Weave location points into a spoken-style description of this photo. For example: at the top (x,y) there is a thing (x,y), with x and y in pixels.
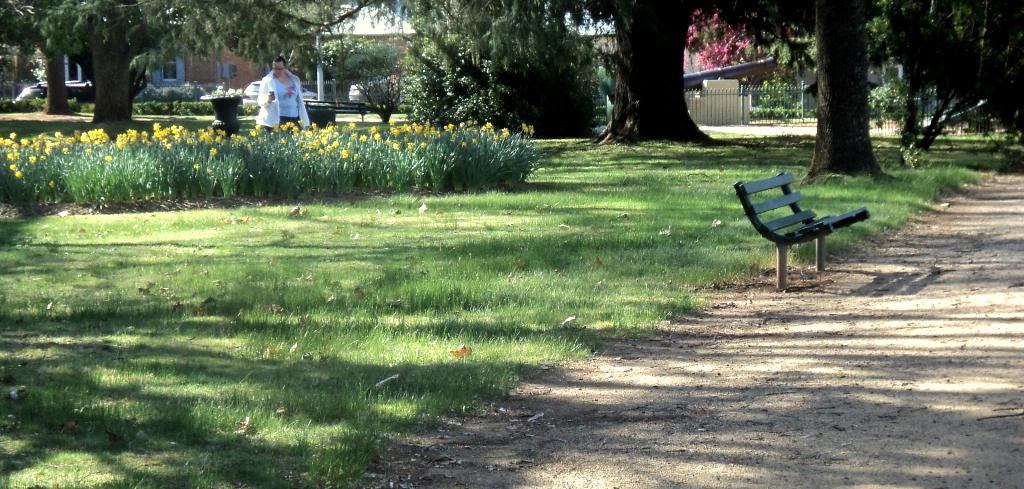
In this image I can see the road (821,352), a bench (784,281), some grass (473,233), few plants (340,185) and few flowers (129,129) which are yellow in color, a woman (279,109) standing and few trees (560,68). In the background (749,118) I can see the railing (707,110), few buildings (236,60) and few flowers (736,48) which are red in color.
